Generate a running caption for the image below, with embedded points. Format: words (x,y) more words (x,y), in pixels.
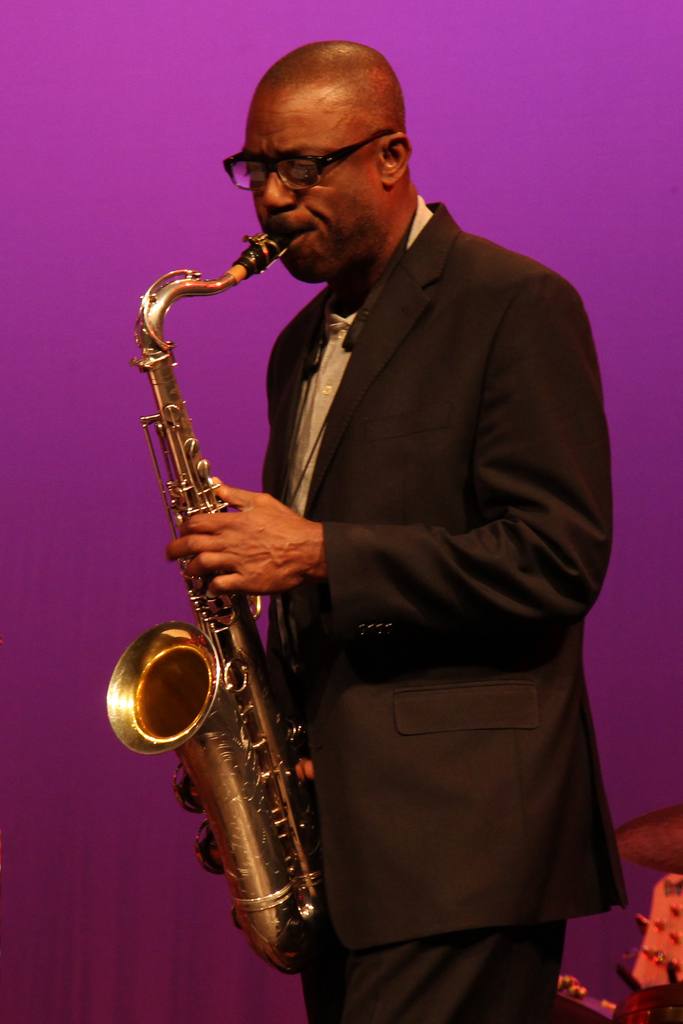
Here I can see a man (385,540) wearing a suit (427,628), standing facing towards the left side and playing a musical instrument (197,464). In the bottom right-hand corner (648,953) there is an object (638,1002). The background (588,160) is in pink color.
